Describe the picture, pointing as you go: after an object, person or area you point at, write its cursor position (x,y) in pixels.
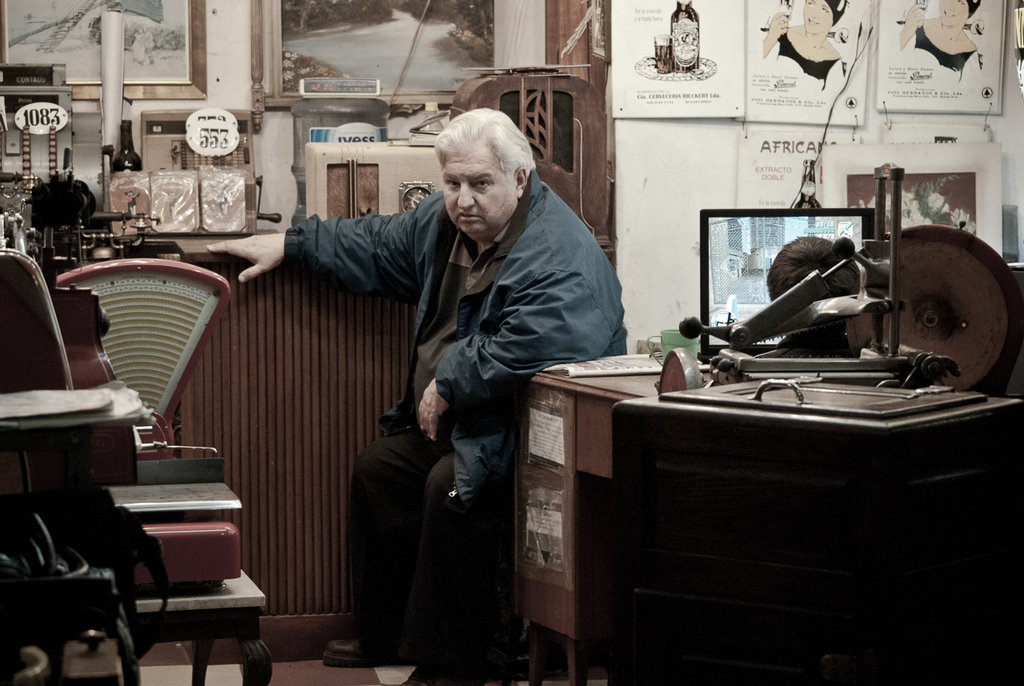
This is the man (444,413) sitting. This looks like a table (645,385) with a cup (665,345), monitor (704,280), newspaper (609,372) and few other objects (806,367) on it. This looks like a weighing machine (178,371), which is placed on the stool (223,599). I can see the bottles (126,137), paper (112,133), telephone (93,221) and few other things (167,153) on the table (191,240). These are the photo frames (488,34) attached to the wall (699,175).
